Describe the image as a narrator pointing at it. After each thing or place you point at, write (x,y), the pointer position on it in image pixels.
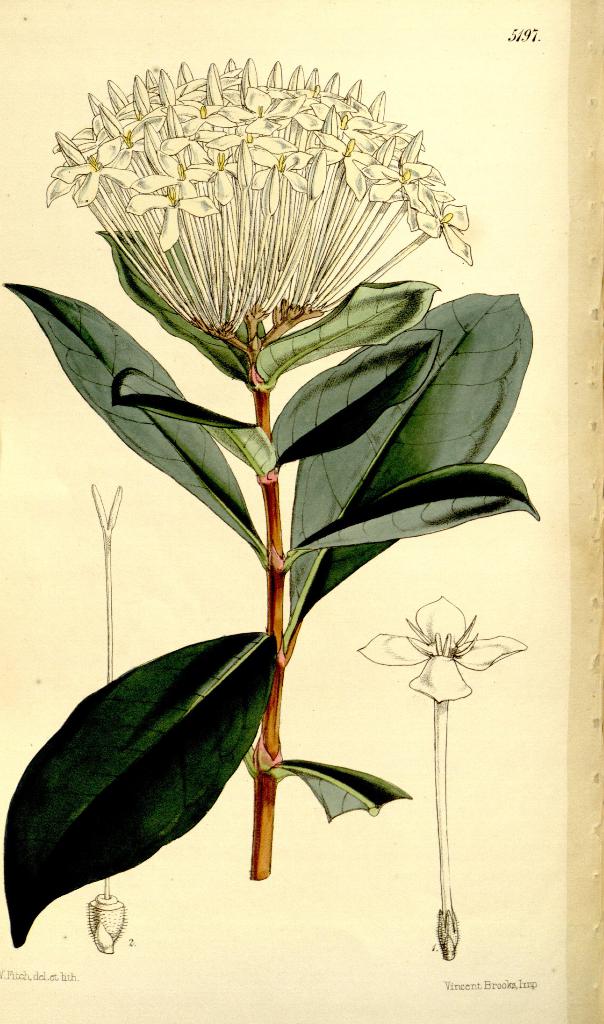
In this image I can see the paper (509,610) and on the paper (481,560) I can see the picture (399,509) of flowers (264,180) which are white in color to a plant (271,126) which is green and brown in color. I can see the paper (506,225) is cream in color.
